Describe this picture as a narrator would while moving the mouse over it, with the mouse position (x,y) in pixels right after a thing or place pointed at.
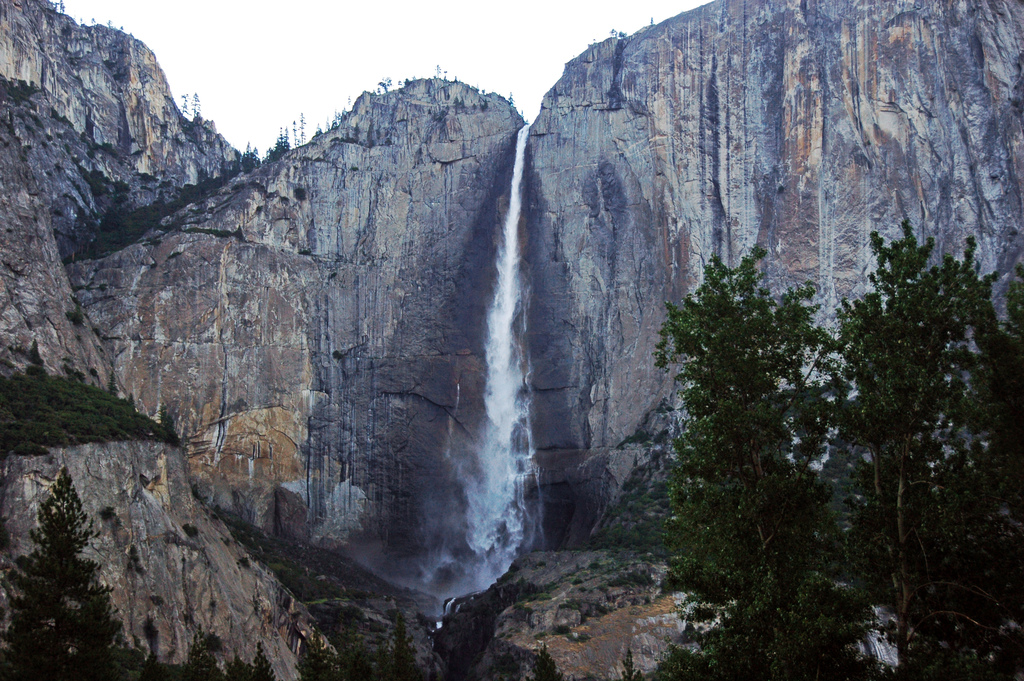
In this picture we can see few trees (714,560), water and rocks (273,377).
